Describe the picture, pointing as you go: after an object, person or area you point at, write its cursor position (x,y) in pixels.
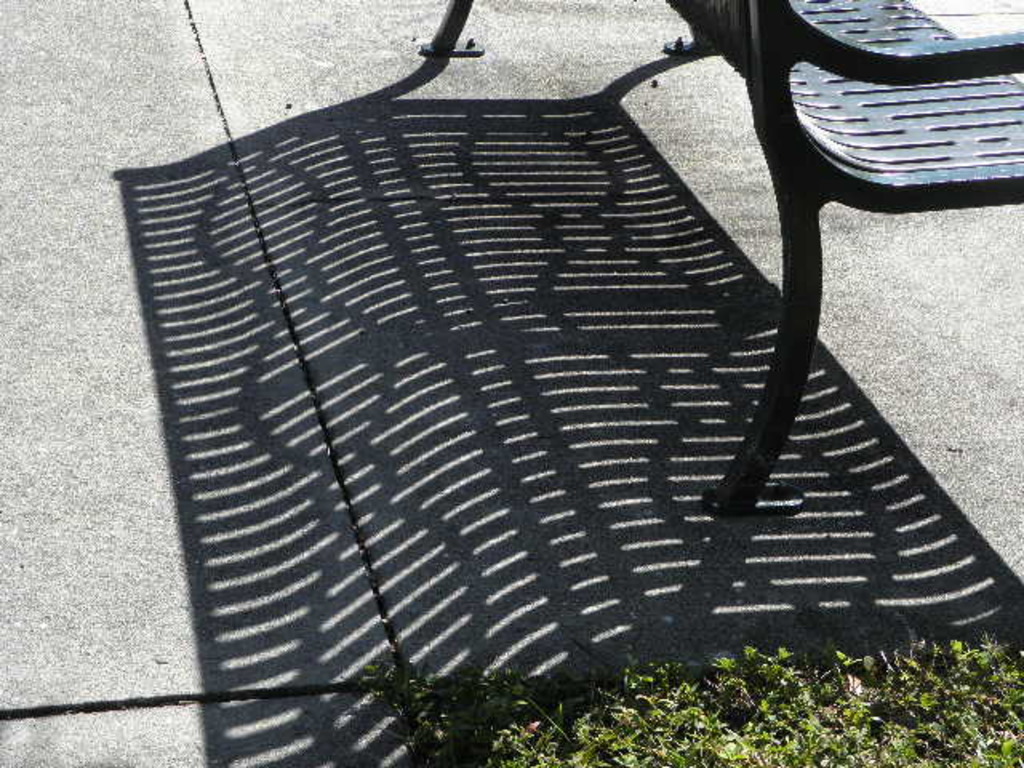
This picture is clicked outside. In the foreground (891,705) we can see the plants (657,721) and a shadow (443,135) of a bench (765,96) on the ground (344,302). On the right corner (932,42) there is a bench (898,126) placed on the ground (955,272).
